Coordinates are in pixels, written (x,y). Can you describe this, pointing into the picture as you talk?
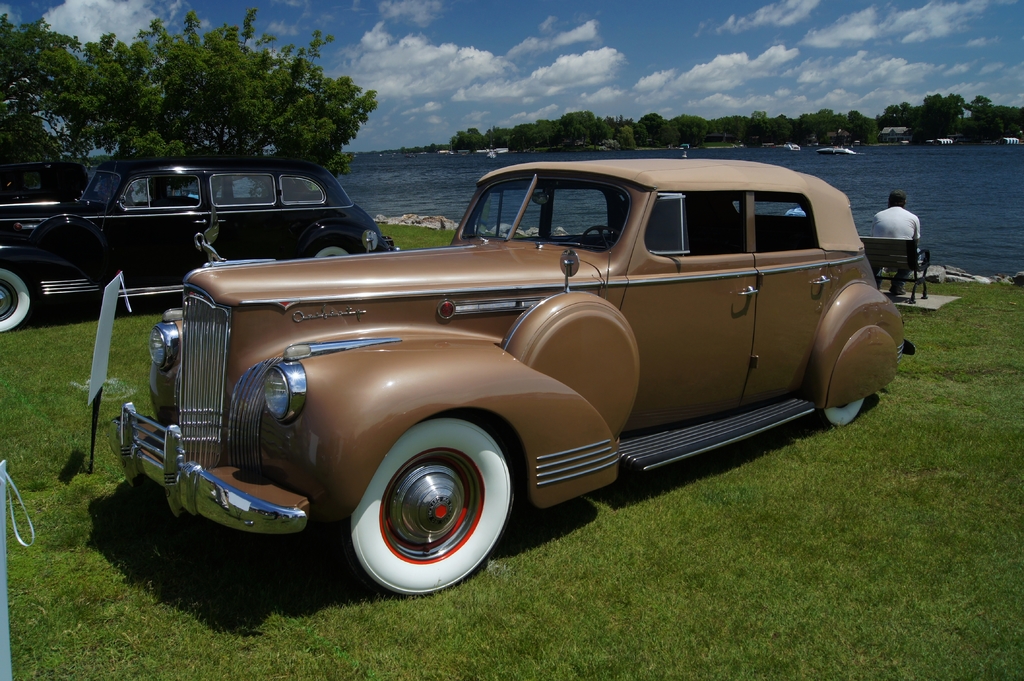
In the middle of this image (435,377), we can see there are two vehicles (642,299) in different colors on a ground (749,517), on which there is grass (636,537). On the left side (93,459), there is a poster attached to a small pole (96,412). On the right side (893,196), there is a person (916,226) in a white color shirt (894,210), sitting on a bench (912,253), which is on a platform (945,296). In the background (256,70), there are trees (284,88), boats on the water (912,152) and there are clouds (445,80) in the sky (385,45).
